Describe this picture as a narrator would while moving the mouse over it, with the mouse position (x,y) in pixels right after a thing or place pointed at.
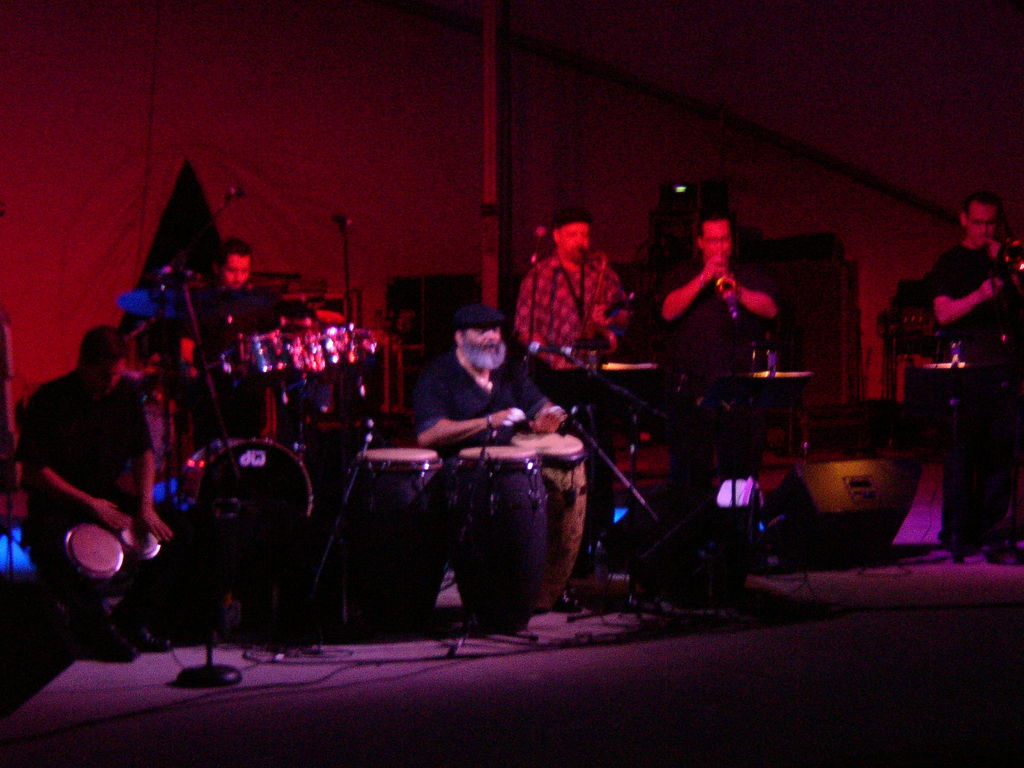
In this picture we can see some people (523,324) in standing position and some (123,461) are in sitting position they all are playing a musical instruments (567,457) one person (510,369) is playing a drum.
